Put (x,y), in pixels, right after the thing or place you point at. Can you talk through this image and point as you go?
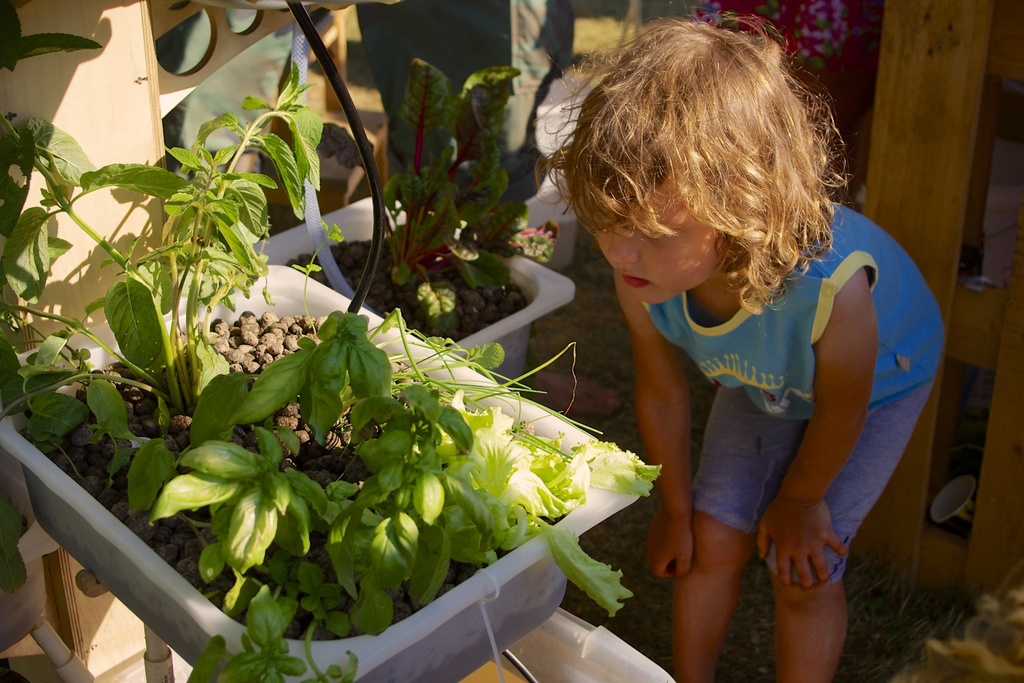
A boy (766,421) is standing, these are green color plants (330,344) in the tray (565,519).
